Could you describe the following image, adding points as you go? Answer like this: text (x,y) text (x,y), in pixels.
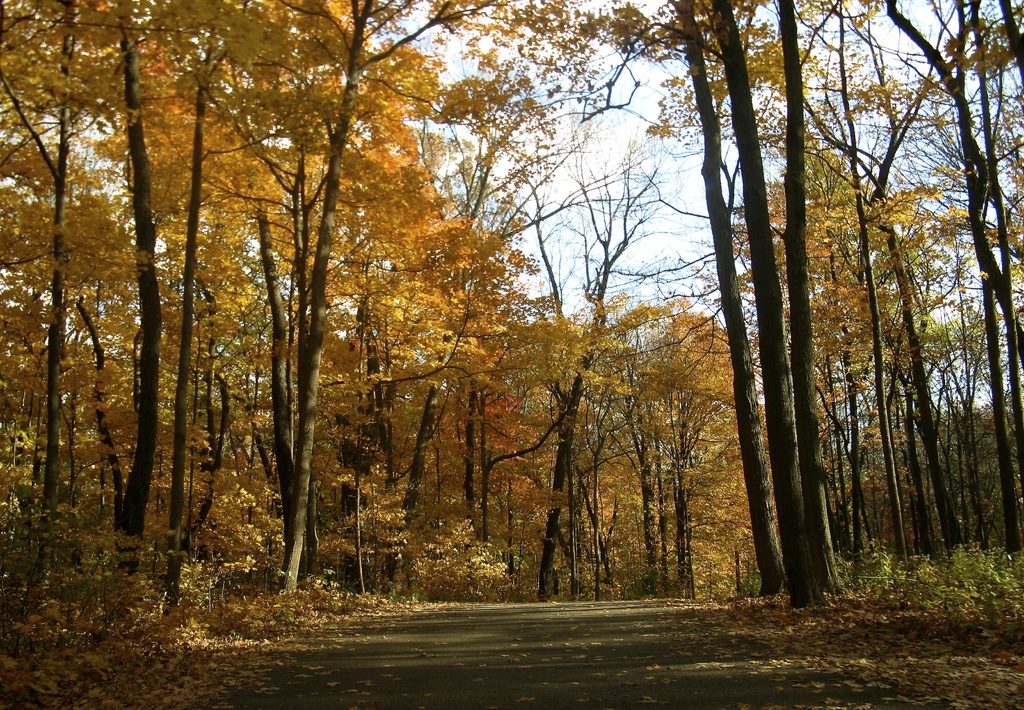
In this image I see number of trees (297,277) and I see the plants (625,587) and I see the road (452,651). In the background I see the sky (657,209).
